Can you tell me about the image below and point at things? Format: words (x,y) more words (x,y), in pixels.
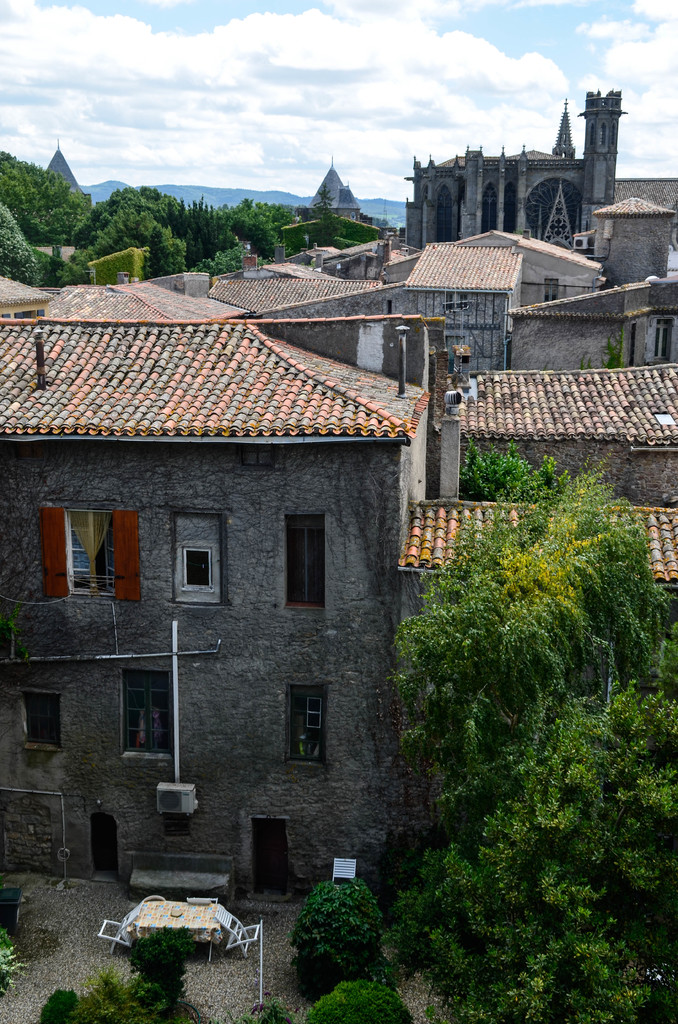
In this picture we can observe some buildings (462,275). There are trees (210,259). In the background (250,194) there are hills (270,202) and a sky (279,94) with clouds (287,117).
